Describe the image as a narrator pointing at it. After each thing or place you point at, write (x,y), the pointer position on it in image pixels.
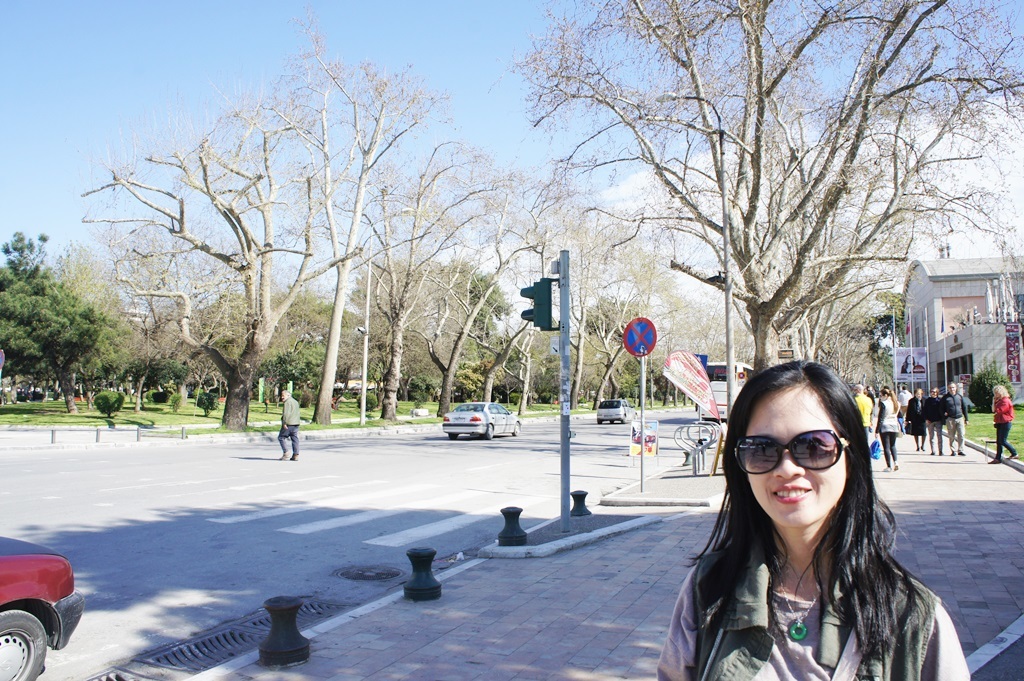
In this image I can see a road (422,473), on the road (365,506) I can see a person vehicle (492,422), pole (564,356) sign board (634,342), traffic signal light (541,295) and trees (715,230) and divider blocks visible at the top (233,59) I can see the sky (233,59) and on the right side (960,364) I can see building (964,281), in front of the building (964,281) I can see persons (936,435) walking and at the bottom (672,637) I can see a woman (829,462) she is smiling and she wearing a spectacle (773,457) and on the left side (10,613) I can see a red color vehicle (70,571).
